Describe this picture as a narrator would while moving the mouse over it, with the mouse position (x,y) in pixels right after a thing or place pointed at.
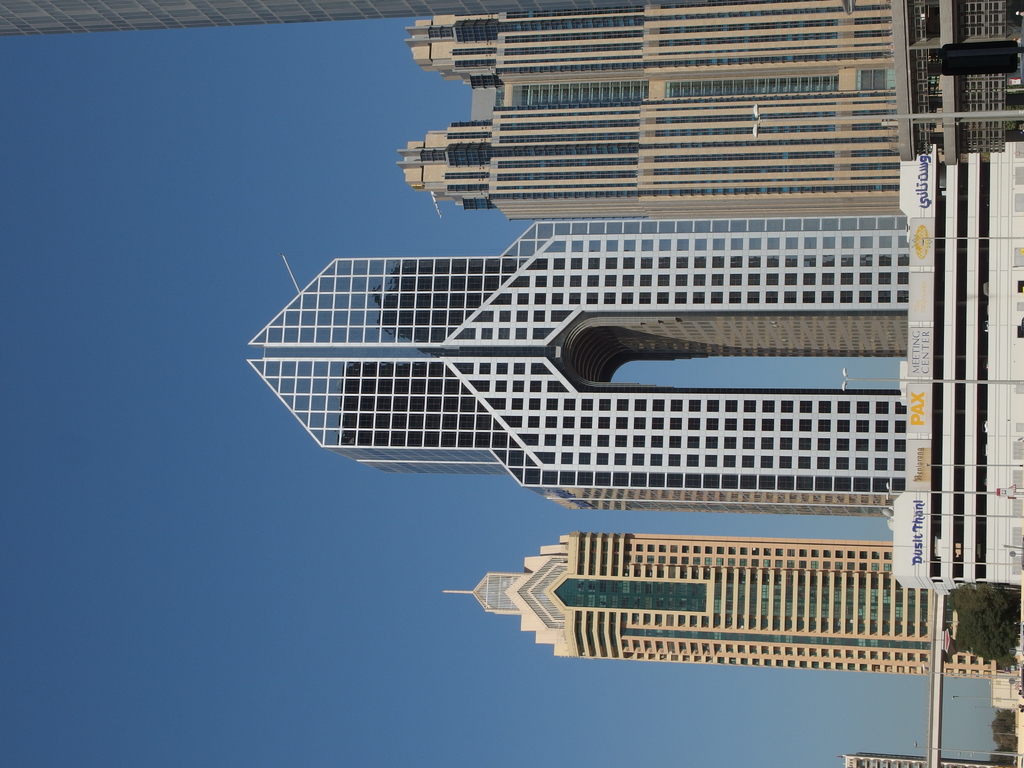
In this image in front (1001,463) there are light poles (976,491). In the background of the image (752,412) there are buildings (682,544), trees (1011,715) and sky (250,309).
